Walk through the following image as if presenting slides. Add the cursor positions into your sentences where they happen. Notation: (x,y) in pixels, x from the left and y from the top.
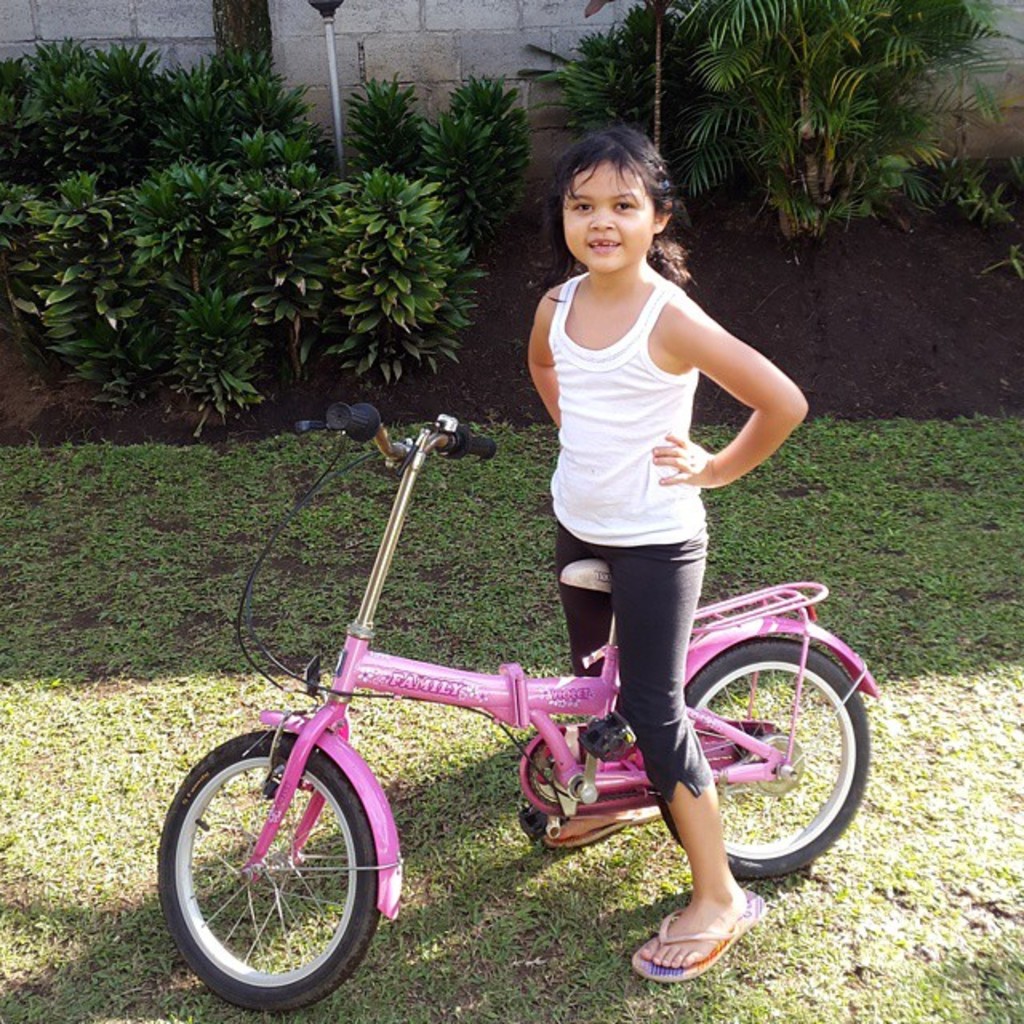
This picture is taken in the garden (515,821), In the middle (434,674) there is a girl (690,363) riding a bicycle (584,690) which is in pink color, In the background (754,115) there are some green color plants (251,181) and there is a wall (472,3) which is in ash color.
